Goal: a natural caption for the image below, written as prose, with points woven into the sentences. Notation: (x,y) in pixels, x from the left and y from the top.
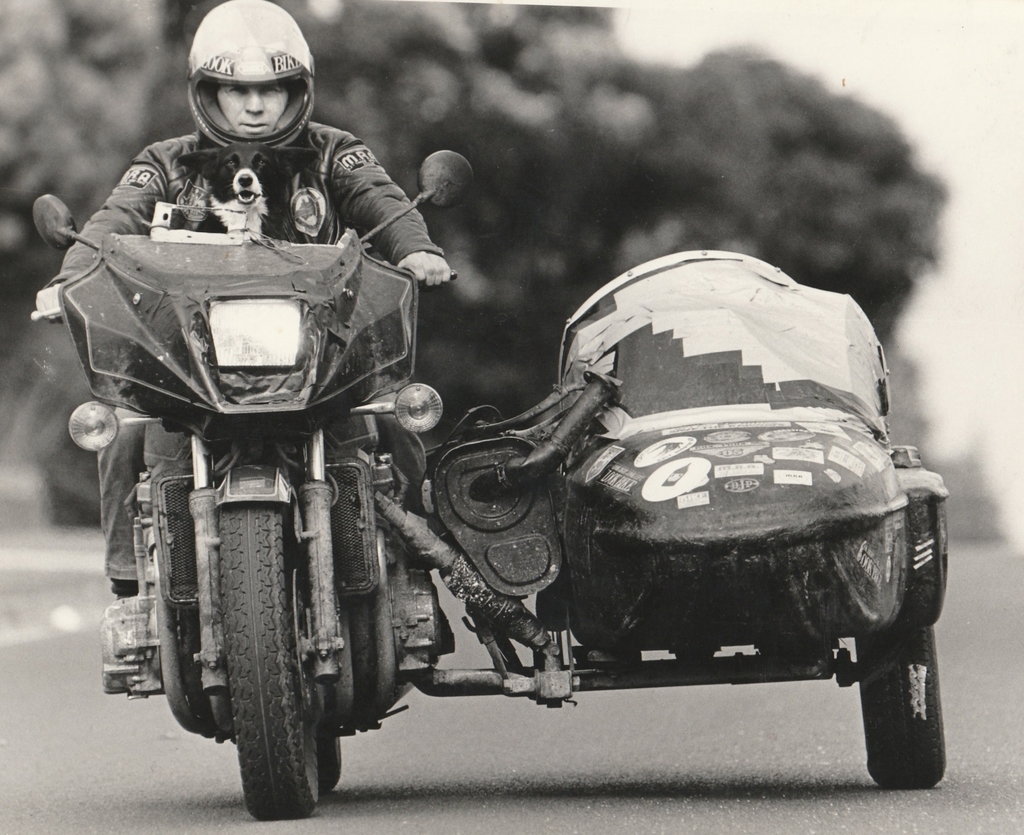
This image is clicked on a road (569,783). In the image there is a man (192,199) riding motorbike (258,334) and a side car (579,449) is attached to it. He is wearing helmet (238,32). In the background (338,40) there are trees (551,95) and sky (886,60) and it is also blurred.
